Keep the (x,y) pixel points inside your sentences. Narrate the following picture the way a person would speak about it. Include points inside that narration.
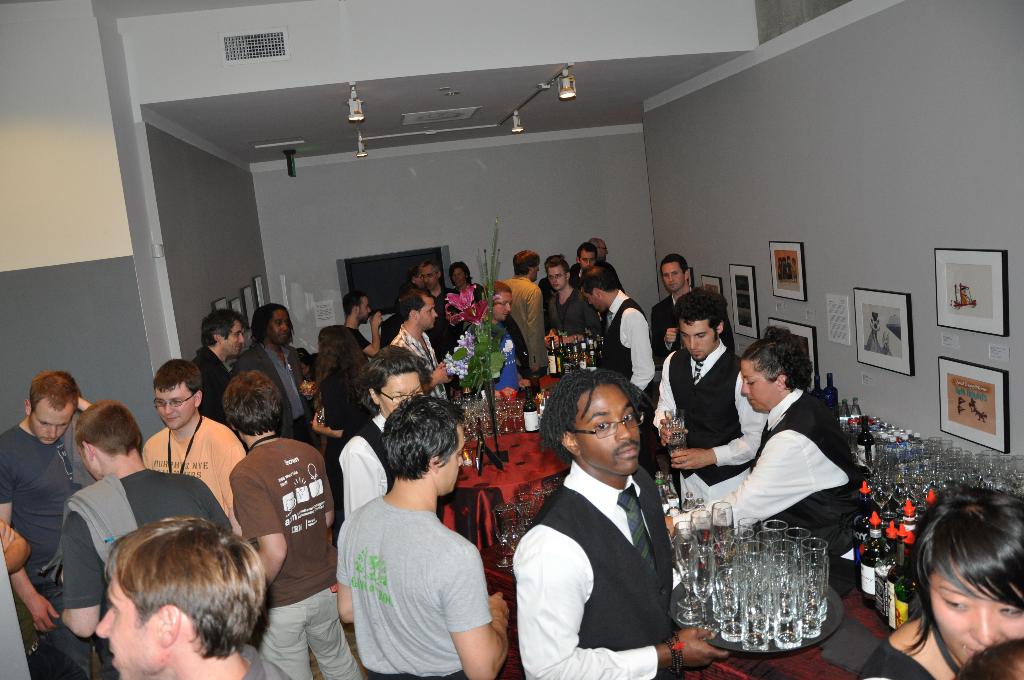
There are group of people (372,654) standing among them this man (584,476) holding plate (716,645) with glasses (794,592). We can see bottles (535,412), glasses (876,482), flower bouquet (482,379) and objects (492,457) on table (484,491). We can see frames (883,348) on walls (308,308). At the top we can see lights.
